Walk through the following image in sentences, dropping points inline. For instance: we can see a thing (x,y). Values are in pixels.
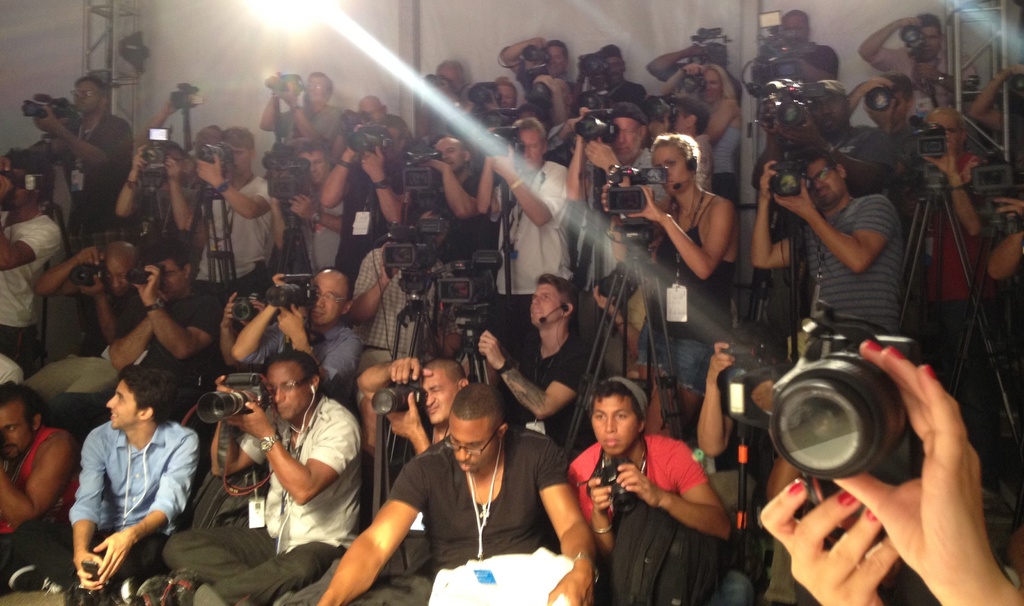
In the image there are a lot of people (529,452) capturing photos and videos with the cameras (212,398), most people (174,311) are holding the camera (293,297) in the hand (295,322).
